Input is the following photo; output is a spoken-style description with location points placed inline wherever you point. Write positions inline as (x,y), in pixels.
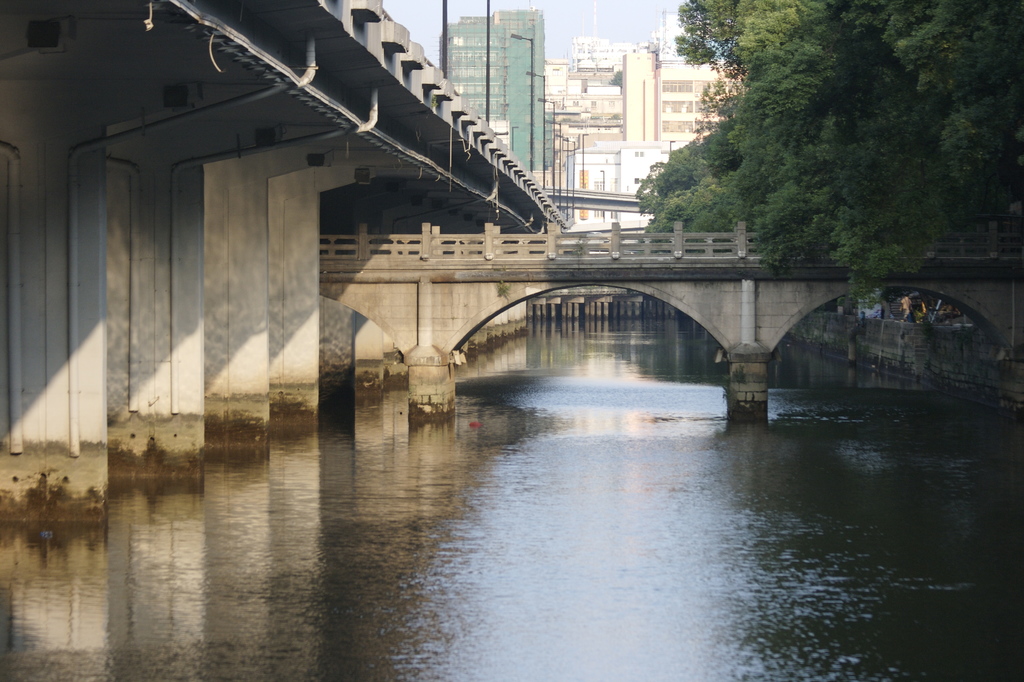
In the center of the image (597,263) there is a bridge (789,320). At the bottom of the image (535,540) there is water (629,521). In the background of the image (861,172) there are trees (829,158), street lights (559,130), buildings (627,81) and sky (630,12).
